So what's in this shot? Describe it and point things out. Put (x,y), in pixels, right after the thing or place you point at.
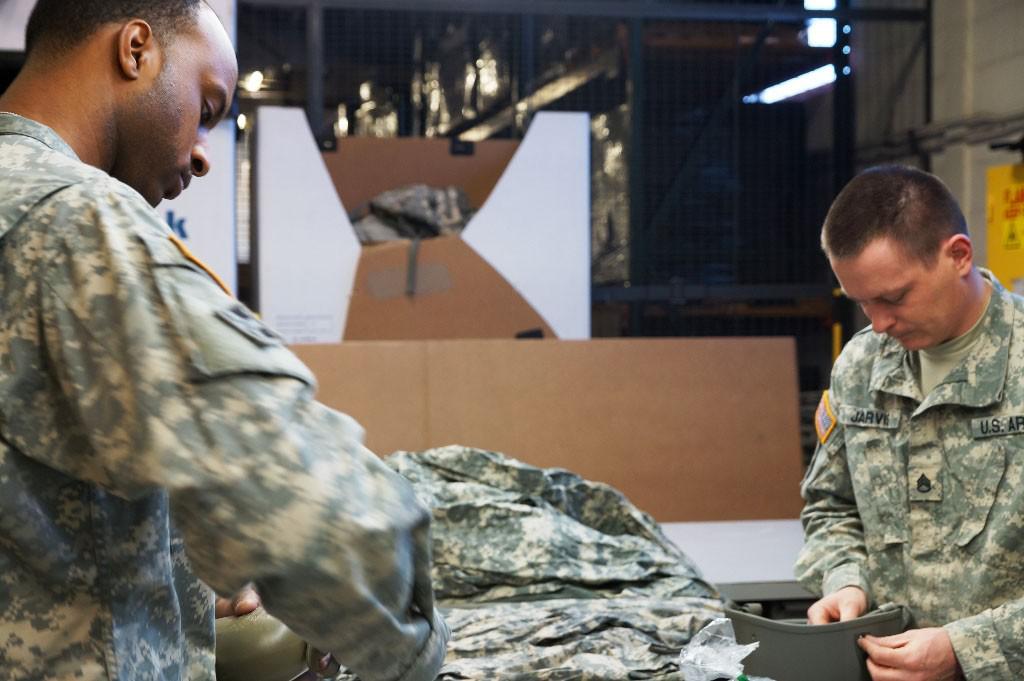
In this picture there are two men (936,432) holding objects (794,623) and we can see cloth (671,569), boards (557,360) and objects (409,266). In the background of the image (631,179) we can see mesh (476,68) and lights (830,2).
